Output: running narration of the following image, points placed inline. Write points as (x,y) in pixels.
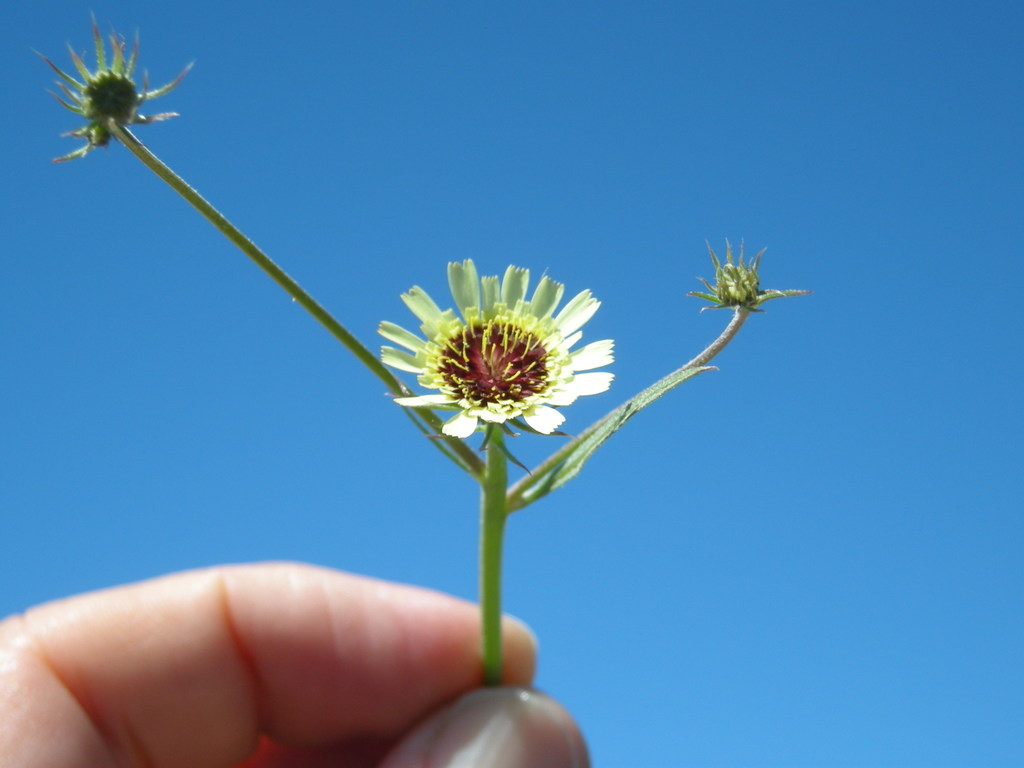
In this image at the bottom (84,605) I can see person's hand (225,567) which is holding a stem (525,502), on which there are flowers (550,372) background (853,490) is in blue.
